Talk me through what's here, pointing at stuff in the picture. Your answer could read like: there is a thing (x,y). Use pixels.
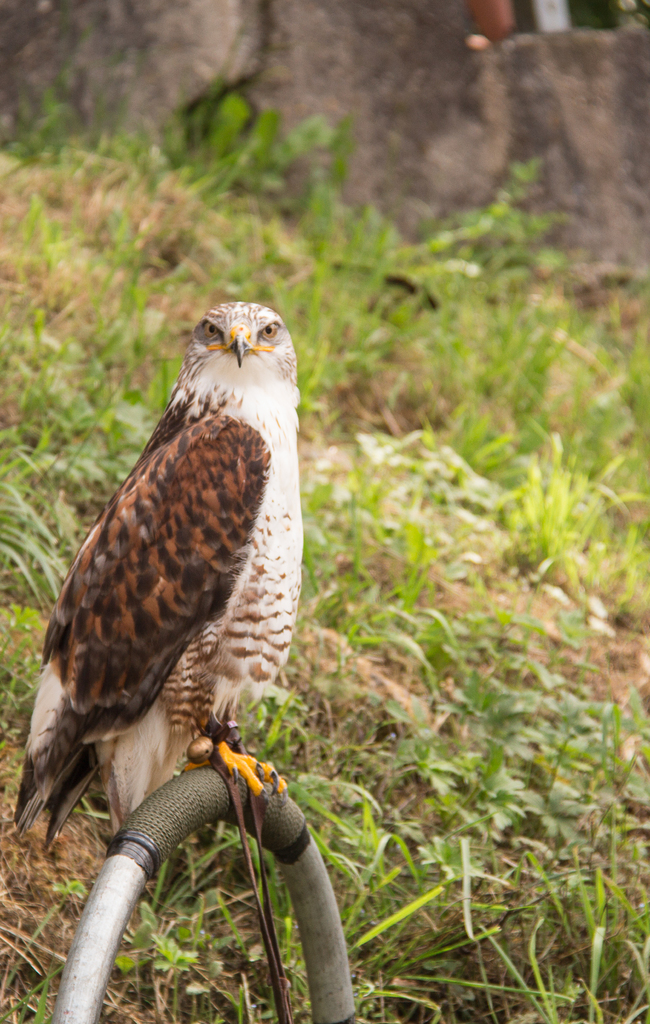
In this image we can see a bird (200,684) on an object (277,843), there are plants (318,421), grass (369,337), and the rock (539,150), also the background (369,84) is blurred.
